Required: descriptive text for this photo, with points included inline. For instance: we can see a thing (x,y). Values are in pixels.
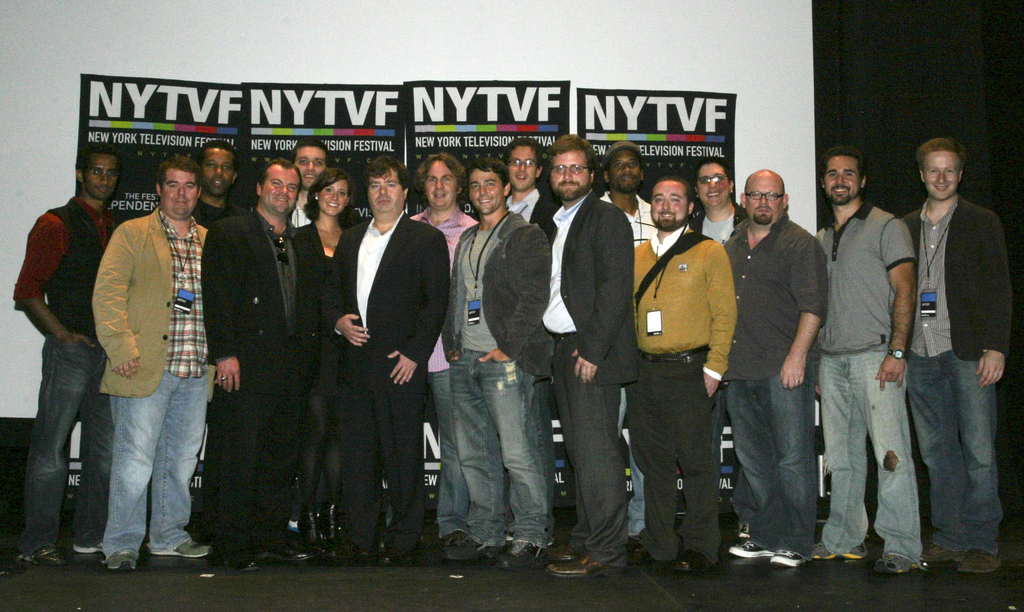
In this image we can see few people (542,279) standing on the floor (490,574) and in the background (396,143) there are posters (366,124) to the wall (649,29).
